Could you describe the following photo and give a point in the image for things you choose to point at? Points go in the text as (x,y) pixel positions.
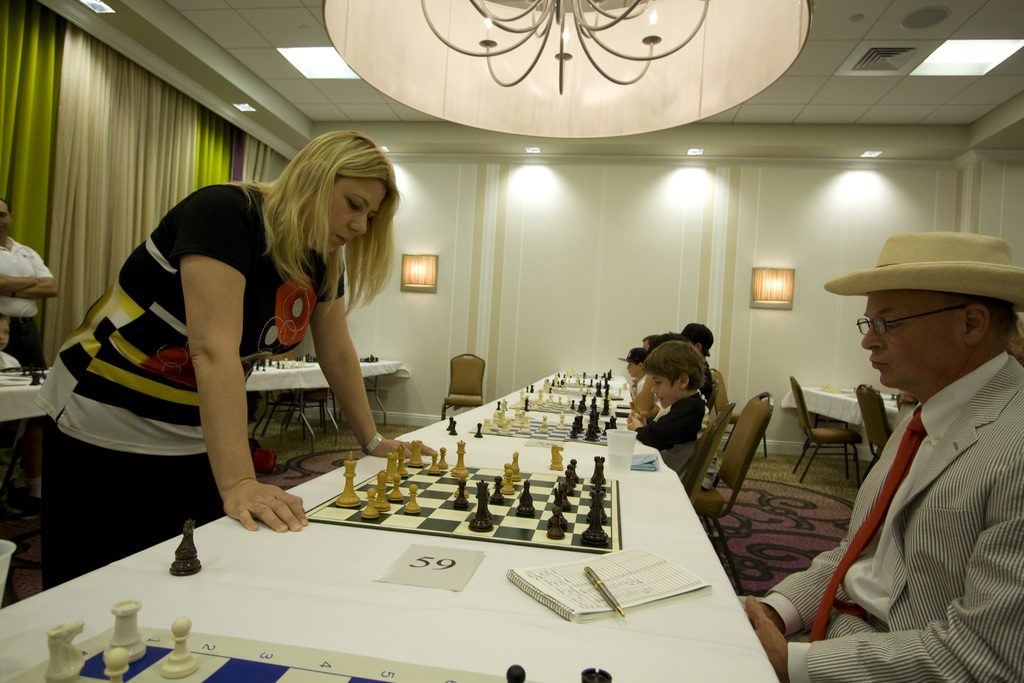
In this image I see lot of people (64,541) sitting on the chair (321,409) and 2 of them (223,362) are standing over here. I also see that there are lot of tables (29,633) and there are chess board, paper (687,583) and pen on the table (321,561). In the background (456,316) I see the wall (424,338), lights (491,45) and the curtain (100,77).
